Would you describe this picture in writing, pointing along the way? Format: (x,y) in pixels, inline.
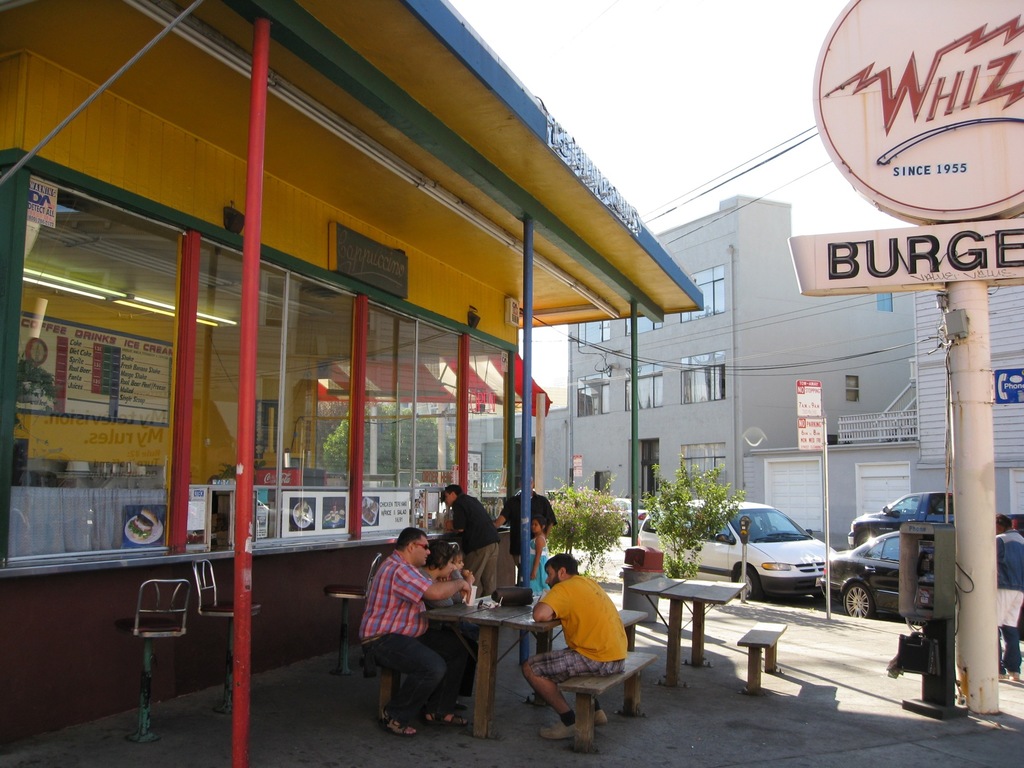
In this image there are people (415,619) sitting on the benches (629,685). Before them there is a table (491,619) having few objects (509,603). There are people (471,508) standing on the floor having tables (680,605) and benches (760,629). Left side there are chairs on the floor (514,634). Left side (130,656) there is a stall (188,640) having a board (360,255) attached to it. Inside the stall (125,500) there are lights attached to the roof (95,280). There is a board (85,368) attached to the wall (137,443). There are few objects (85,465) on the shelf (82,478). There are plants (696,533) on the pavement (837,615). Right side there are boards (921,103) attached to the poles (954,502). There are vehicles (929,504) on the road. Background there are buildings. Top of the image (745,42) there is sky (769,29). There is an object (932,635) on the pavement (973,729).
